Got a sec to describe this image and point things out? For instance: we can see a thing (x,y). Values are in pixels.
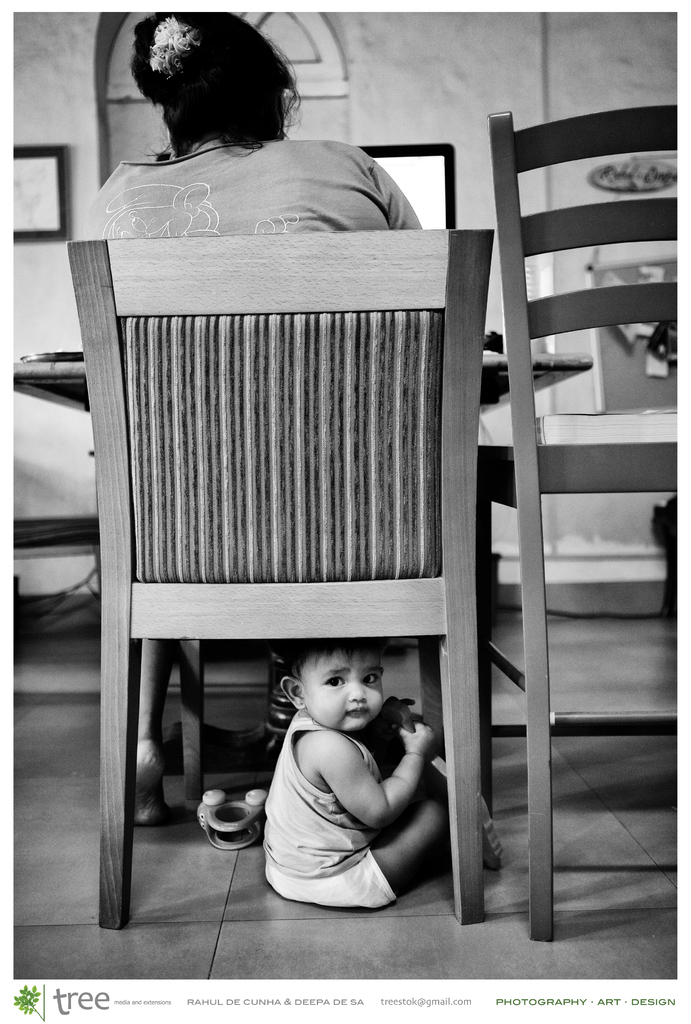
At the bottom (405,711) we can see floor (257,886), toys (233,825) and a kid (351,785). In the middle of the picture (398,524) there are chairs (362,365), table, laptop (426,177) and a person (262,201). In the background (510,68) there are door (125,62), wall (73,169), frame (43,201) and other objects (665,263).
